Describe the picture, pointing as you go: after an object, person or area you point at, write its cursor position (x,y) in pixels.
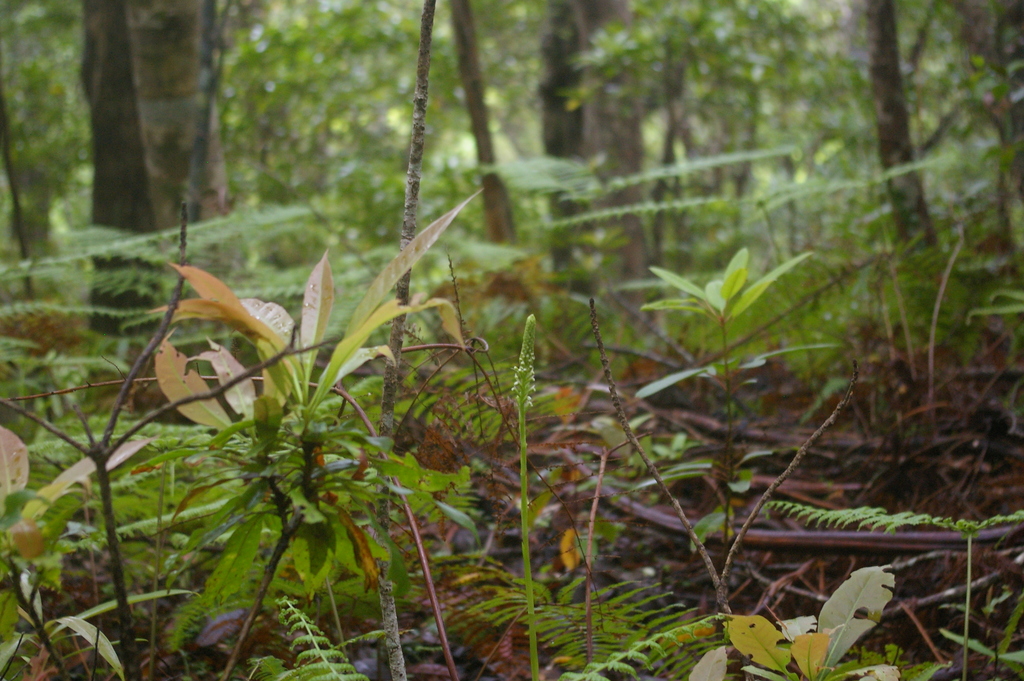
In this image there are four plants (529,601) in the middle (350,448). In the background (499,140) there are tall trees (428,91) with green leaves (374,53). On the ground (774,555) there are wooden sticks (759,541) and small leaves (790,511).
